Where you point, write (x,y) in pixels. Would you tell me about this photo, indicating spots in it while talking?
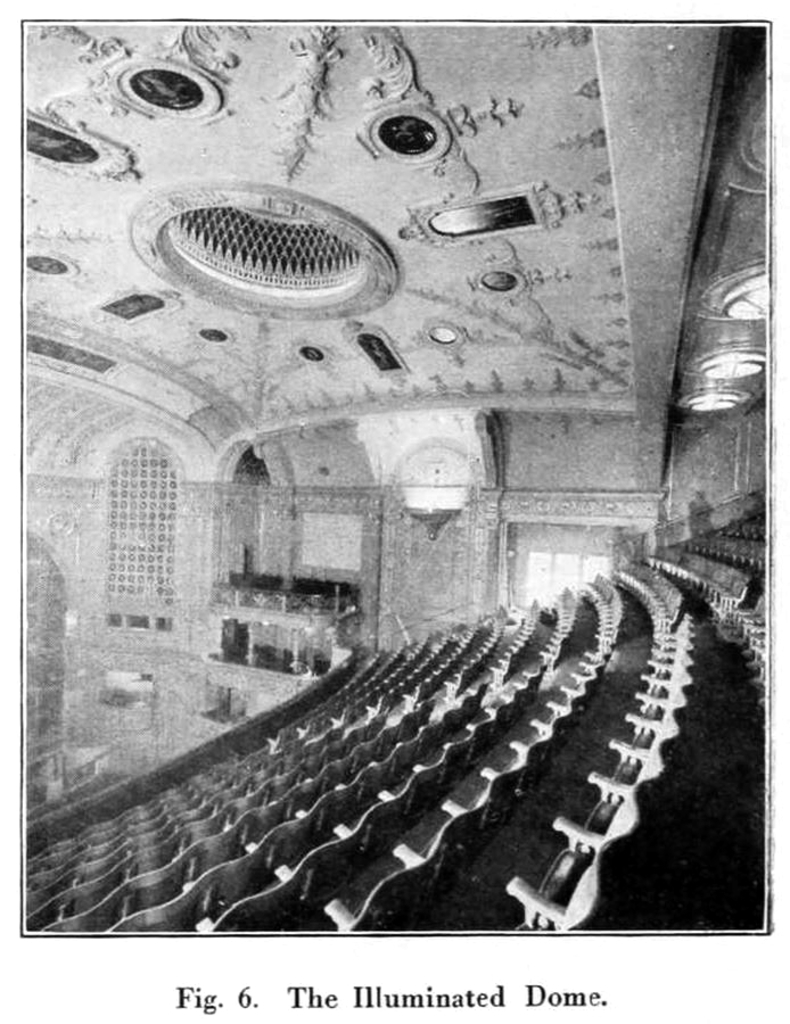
In this image there is a hall (188,796) with so many chairs (256,760) and some architecture (706,187) on the roof (508,228).
